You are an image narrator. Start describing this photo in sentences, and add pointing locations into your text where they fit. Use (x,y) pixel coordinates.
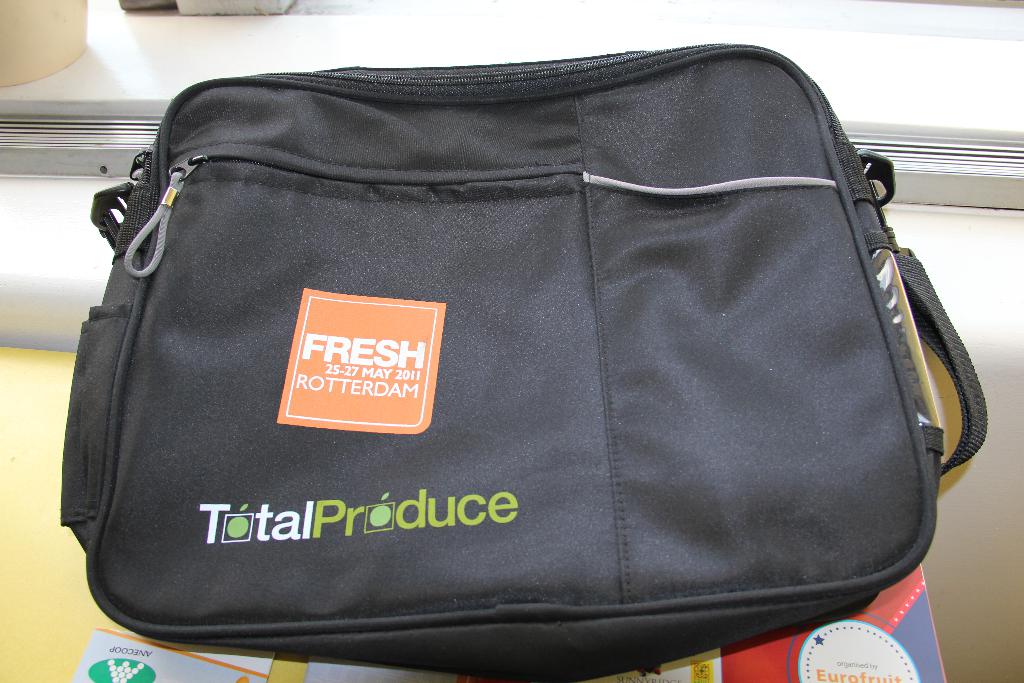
This black bag (704,412) is highlighted in this picture.
